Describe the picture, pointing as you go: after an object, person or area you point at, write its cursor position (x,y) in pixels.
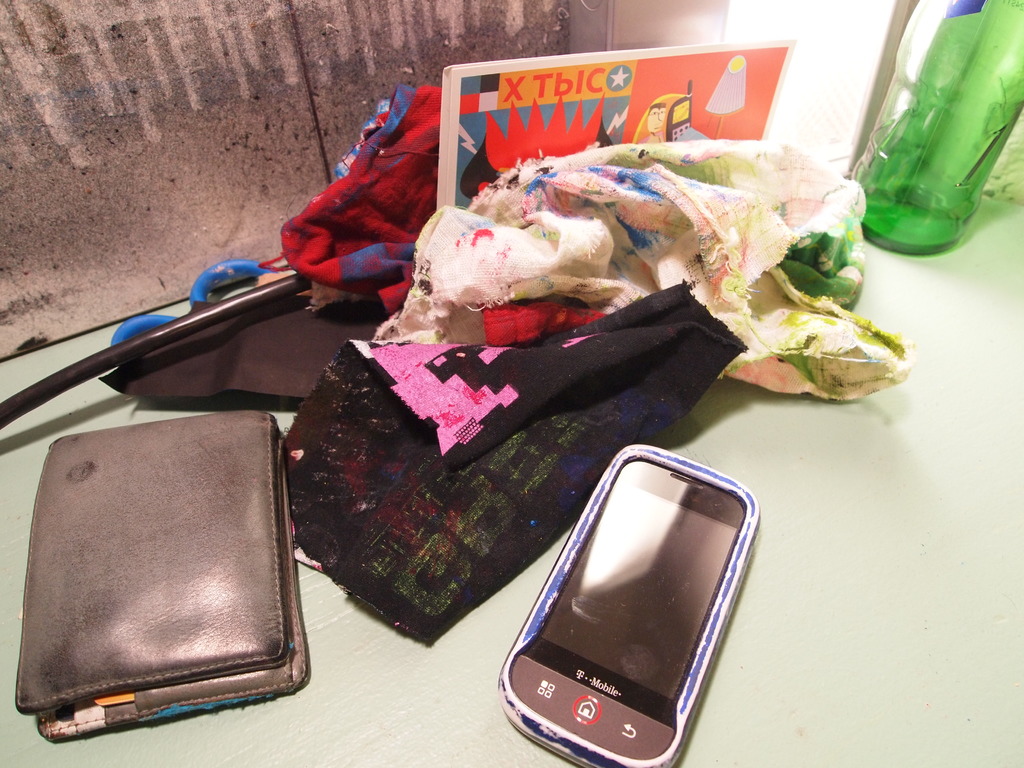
In the image we can see there are cloth pieces (627,284), a mobile phone (662,565) and a wallet (274,590).
